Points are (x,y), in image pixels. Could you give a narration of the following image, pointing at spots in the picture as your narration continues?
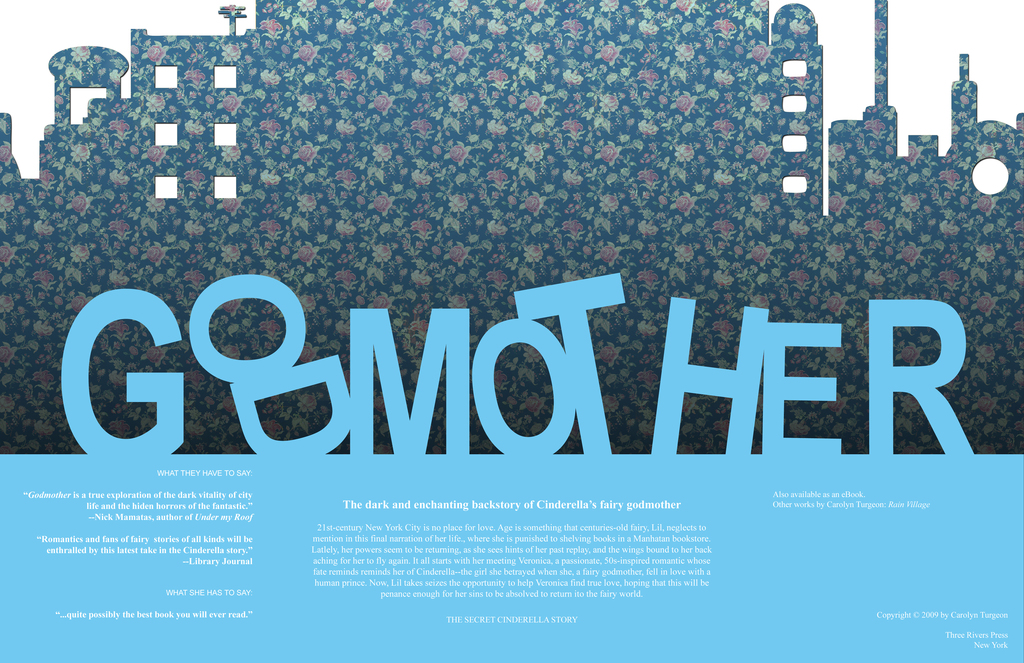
In this picture I can see a poster (602,161), there are words (942,369) and numbers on the poster (709,184).
